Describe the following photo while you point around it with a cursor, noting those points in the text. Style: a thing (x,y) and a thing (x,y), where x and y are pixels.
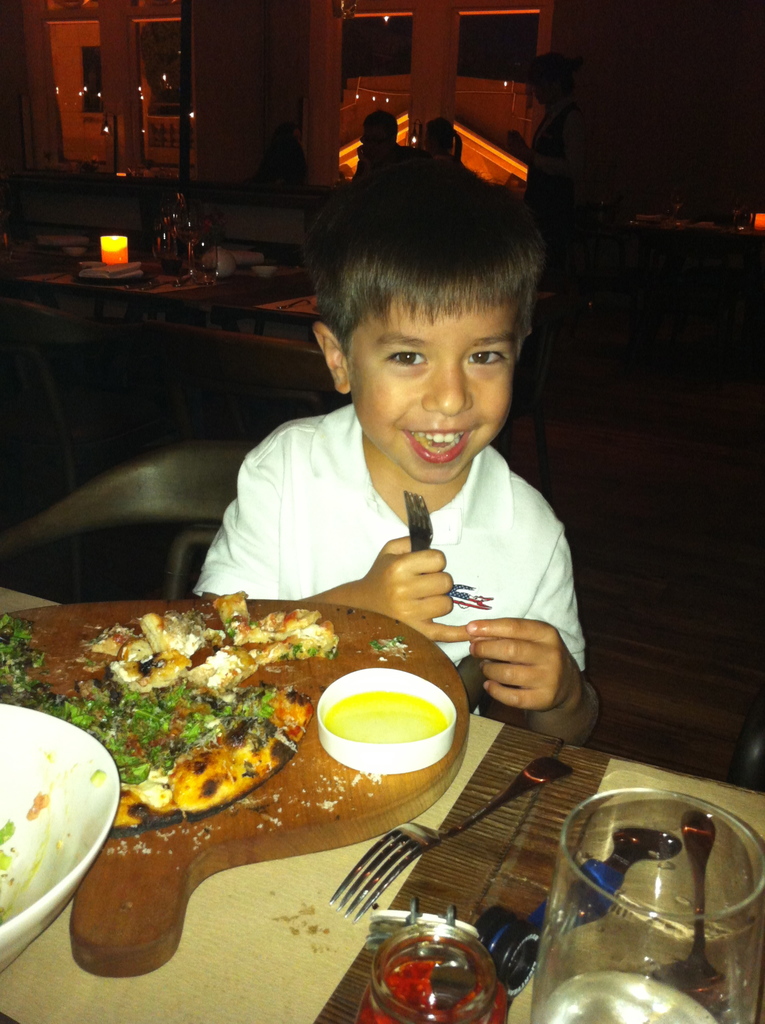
At the bottom of the image (528,814) there is a table (142,1002) with glasses (610,967), forks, spoons (703,856) and also there is a white bowl (48,742) and wooden tray (161,868). On the wooden tray (180,836) there is a food item (305,712) and also there is a white bowl (400,690). Behind the table (109,1021) there is a boy (523,491) with white t-shirt (466,532). In the background (372,159) there are few tables (37,269), people (374,123) and also to the wall (244,72) there is a window (89,82).
